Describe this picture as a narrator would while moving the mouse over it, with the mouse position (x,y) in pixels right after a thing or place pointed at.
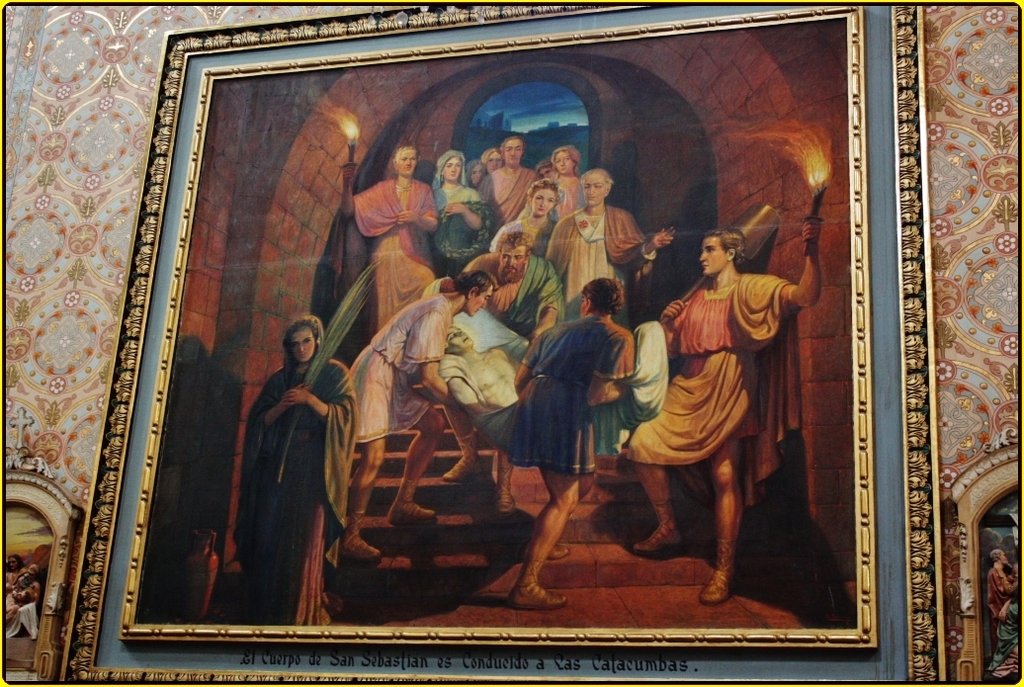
In this image we can see a painting (500,185) with frame (787,17) on the wall (71,277). In the background of the image (76,182) there is a wall (63,429). On the left (65,554) and right side of the image (972,575) there are paintings (45,545) with frame (51,638).
